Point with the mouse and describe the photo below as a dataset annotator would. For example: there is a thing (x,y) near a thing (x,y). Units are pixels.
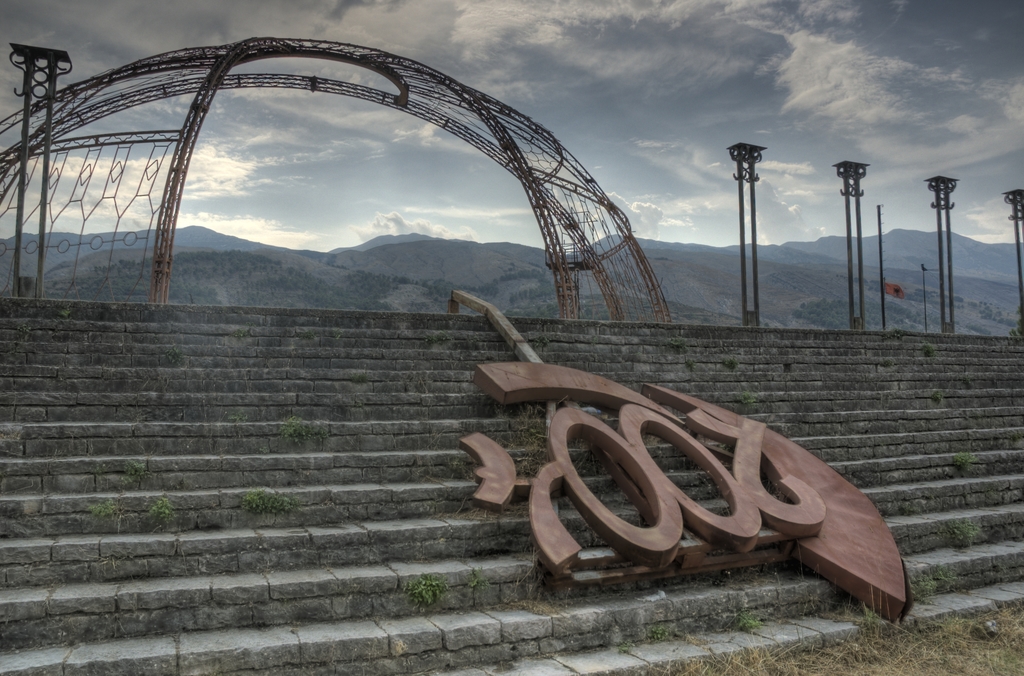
In this image I can see steps (262,376), board (614,453), arch (215,85), poles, mountains (656,253) and cloudy sky (374,113).
